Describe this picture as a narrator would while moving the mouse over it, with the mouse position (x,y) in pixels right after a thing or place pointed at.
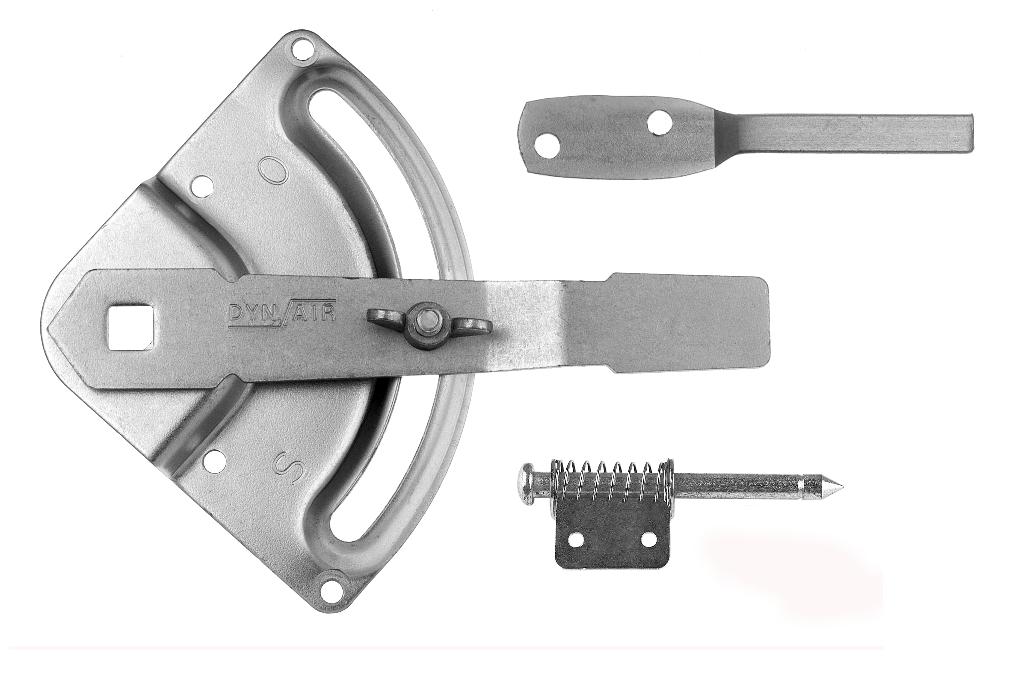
It is the picture of a part (440,237) of an air damper (642,339).
